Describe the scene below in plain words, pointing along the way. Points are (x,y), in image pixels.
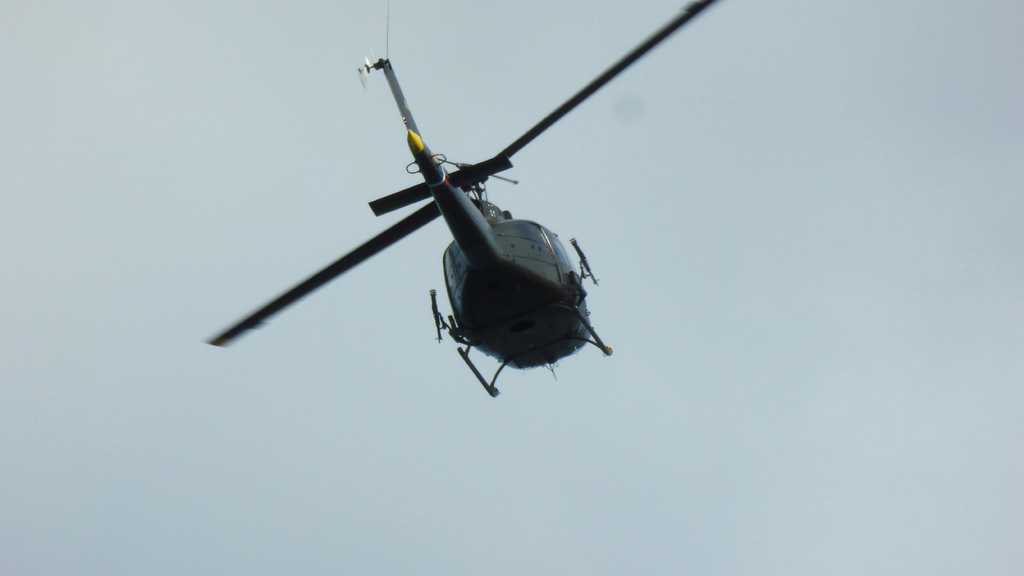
In this picture we can see a black helicopter (490,226) flying in the blue clear sky (412,206).
